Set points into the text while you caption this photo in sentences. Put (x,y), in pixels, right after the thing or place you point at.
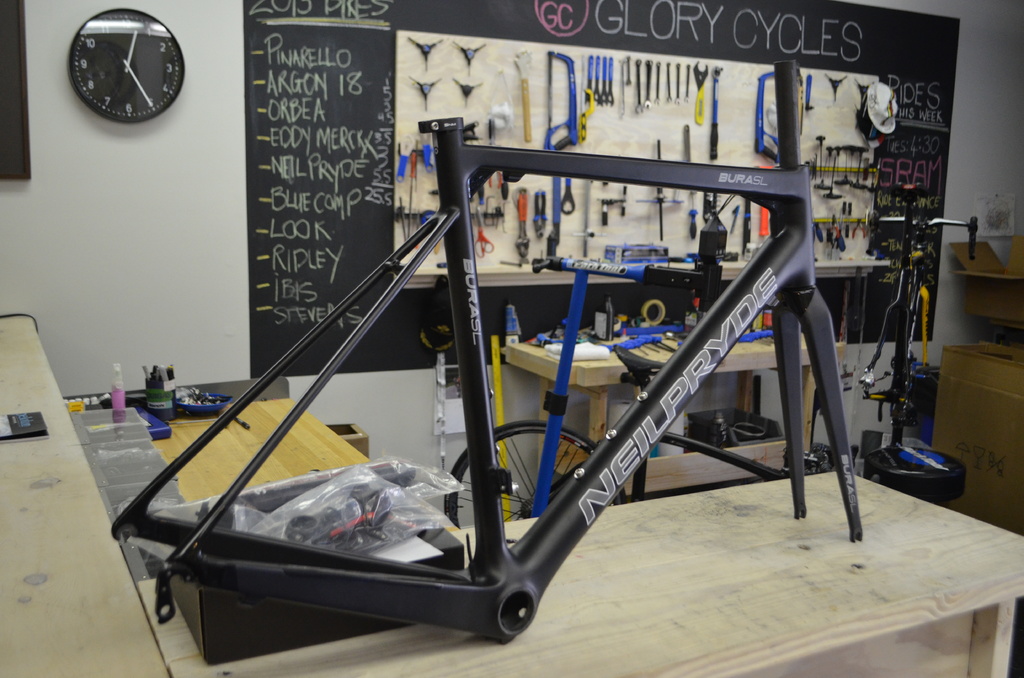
In this image we can see the bicycle frame (452,207) which is placed on top of the table (701,562). And we can see clock (130,44) hanging on the wall (225,72). And the background (871,22) is like a black and some text (310,238) is written on it. And right side (912,270), we can see the other bicycle frame (914,283) which is in vertical position.
